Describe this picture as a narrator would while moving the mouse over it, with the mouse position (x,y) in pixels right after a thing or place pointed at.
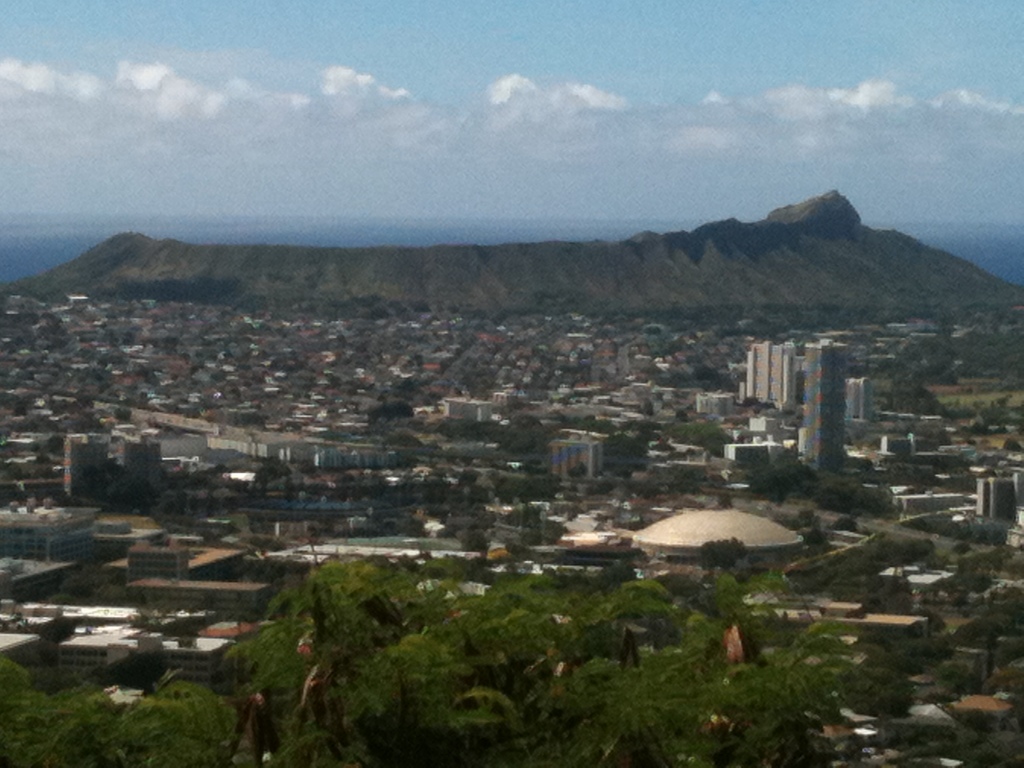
In this image we can see many buildings (328,412) and trees (381,622). In the back (340,276) there is a hill (606,257). Also there is sky (559,126) with clouds (790,98).
